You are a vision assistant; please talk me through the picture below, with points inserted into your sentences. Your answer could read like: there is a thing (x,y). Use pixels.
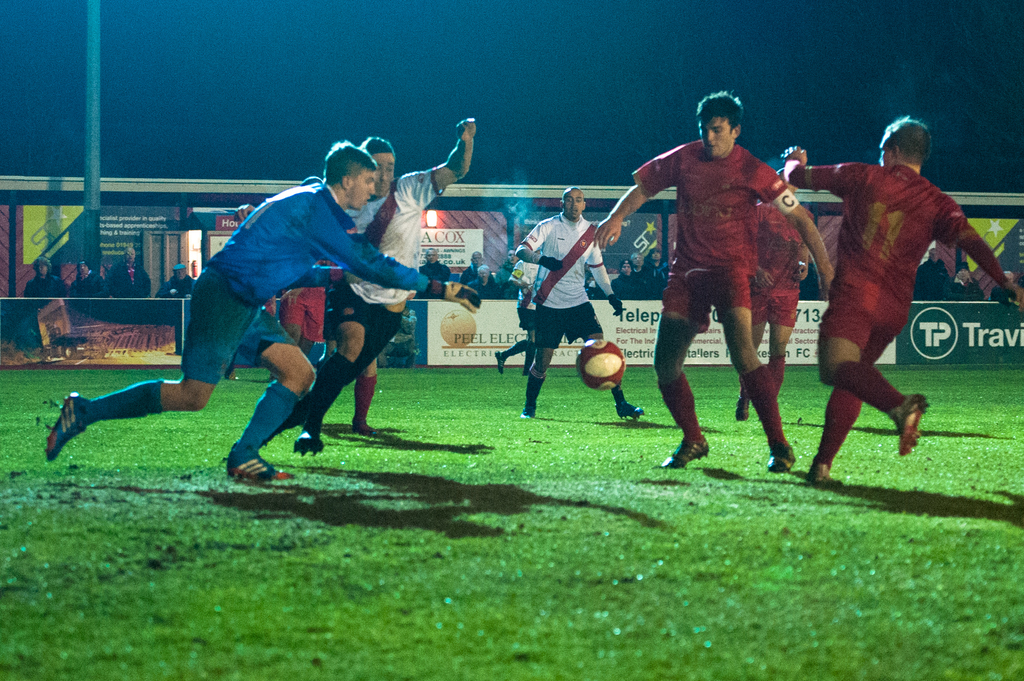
In this picture we can observe some people (884,252) in the ground (408,500). They are playing football. Three of them were wearing red color dress (697,272) and two of them were wearing white color dress (530,276). We can observe one person (236,270) on the left side (192,347) wearing blue color dress (236,301). There is some grass (206,425) on the ground (202,416). In the background (130,268) there are some people (85,279) standing and watching the game. There is a pole (88,74) on the left side (88,100). In the background (416,86) there is a sky (423,61).
